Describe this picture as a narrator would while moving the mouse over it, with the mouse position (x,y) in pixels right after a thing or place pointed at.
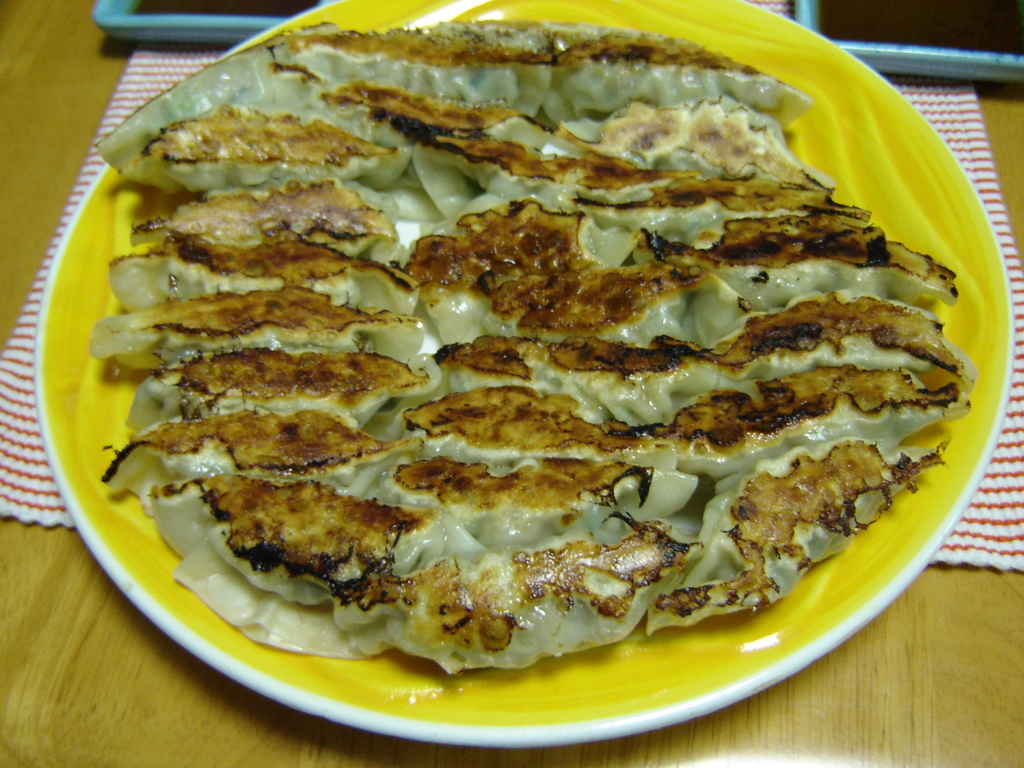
In this image there is a food item (463,398) on a plate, the plate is the top of a table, beneath the plate (362,1) there is a napkin (160,59), beside the plate (348,15) there are two other plates (155,24).
